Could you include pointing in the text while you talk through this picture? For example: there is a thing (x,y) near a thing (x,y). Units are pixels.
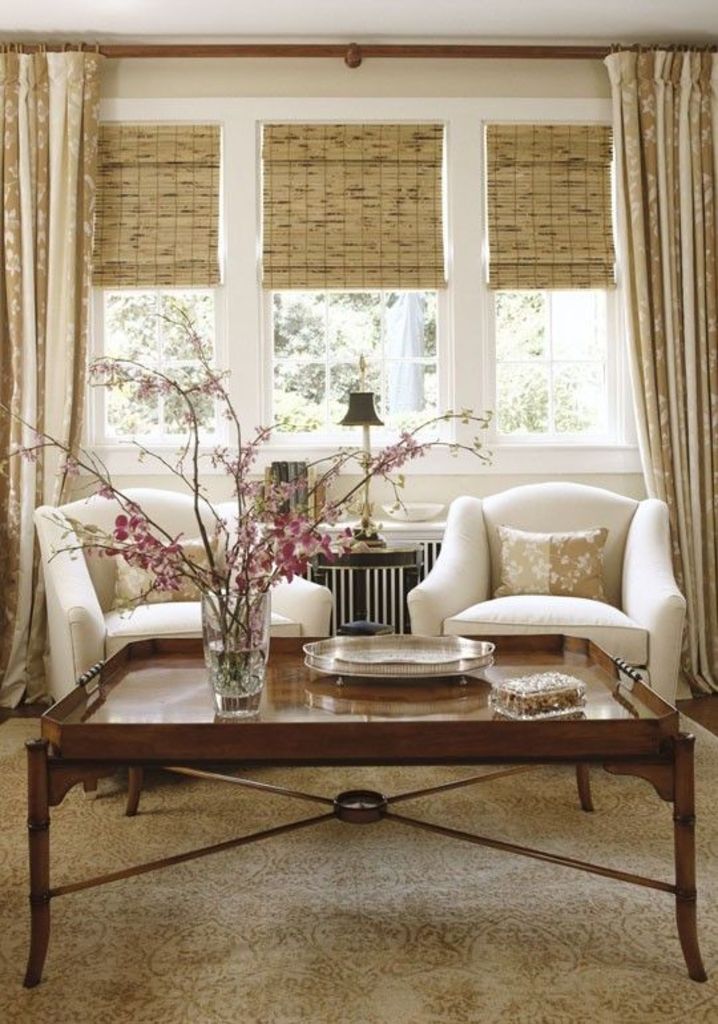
Here we can see a table (512,643) and flower vase (244,674) on it, and at back (592,546) here is the chair (571,538) and pillow (589,565) on it, and here is the curtain (45,215), and here is the window (353,317), and here is the tree (132,312).
